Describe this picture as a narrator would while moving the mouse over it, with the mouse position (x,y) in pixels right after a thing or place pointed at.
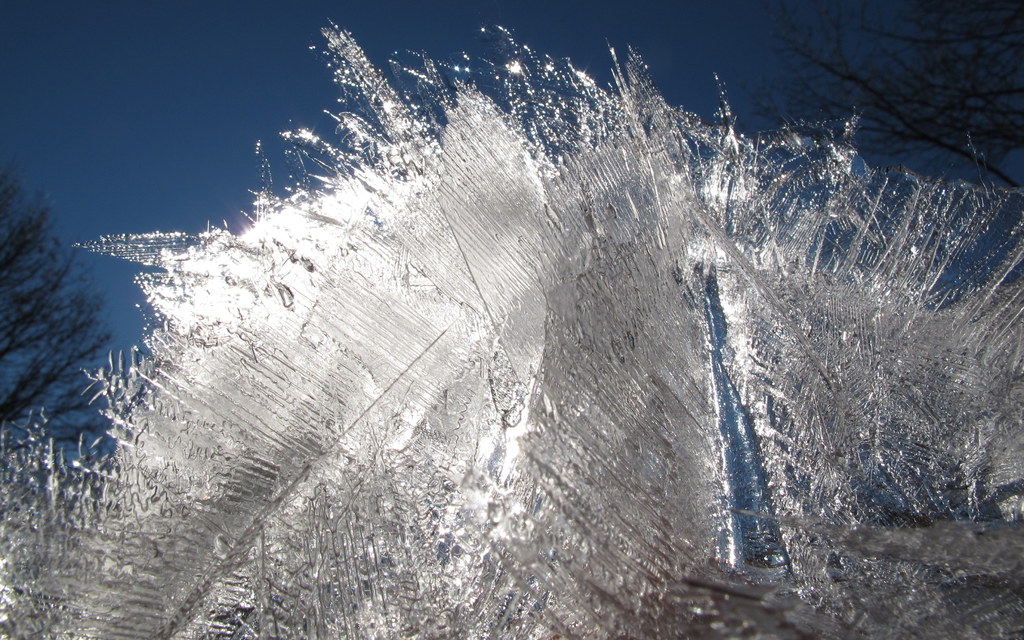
In this picture we can see trees (968,154) on the right side (955,125) and left side (58,402), it looks like ice (662,430) in the front (499,396), there is the sky (185,120) at the top of the picture (291,30).
